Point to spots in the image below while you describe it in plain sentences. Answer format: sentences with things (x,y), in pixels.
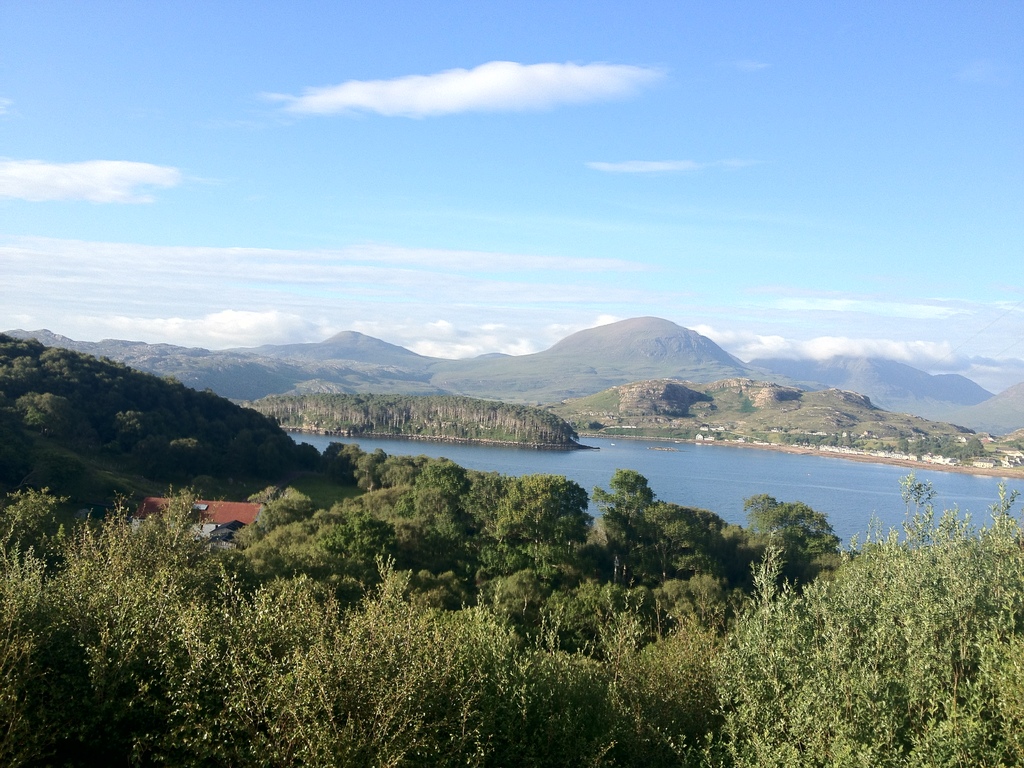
There are many trees (305,576). We can see a roof (235,510) of a building (218,501). In the back (644,470) there is water (689,470), hills (413,364) and sky (434,196) with clouds (435,73).
